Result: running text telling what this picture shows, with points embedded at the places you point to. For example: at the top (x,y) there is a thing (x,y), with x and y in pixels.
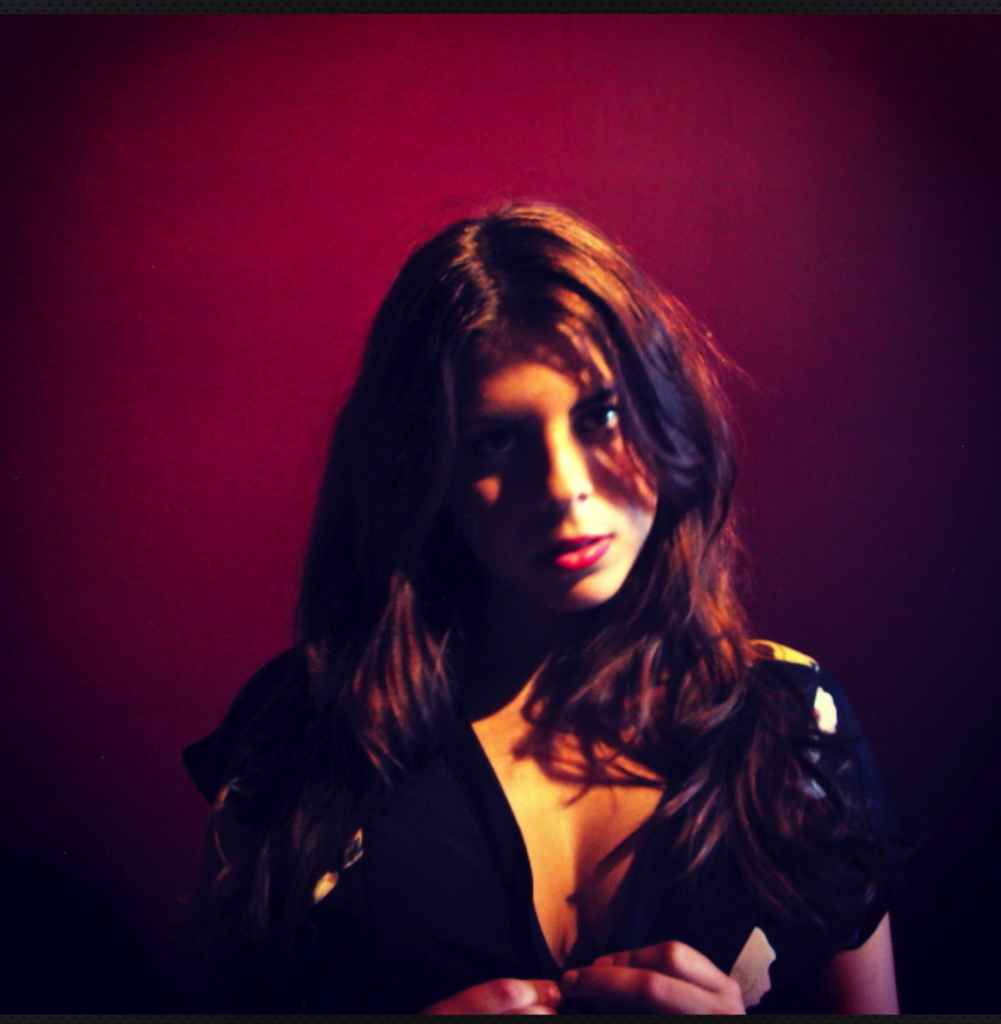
In this image I can see a woman (808,883) wearing a black dress (828,831) and there is a plain background (862,511).
